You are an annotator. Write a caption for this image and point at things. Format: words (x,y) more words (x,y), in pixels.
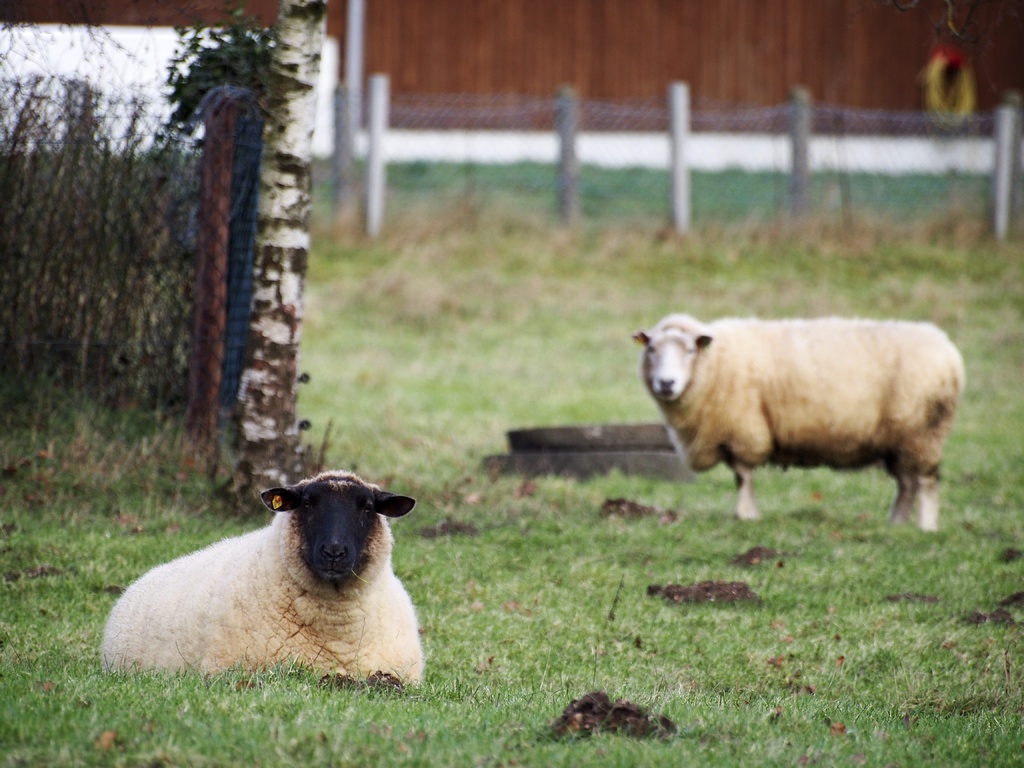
In this image we can see two sheep (704,453) on the grass (679,620). In the background (420,117), we can see the metal fencing (564,104).
